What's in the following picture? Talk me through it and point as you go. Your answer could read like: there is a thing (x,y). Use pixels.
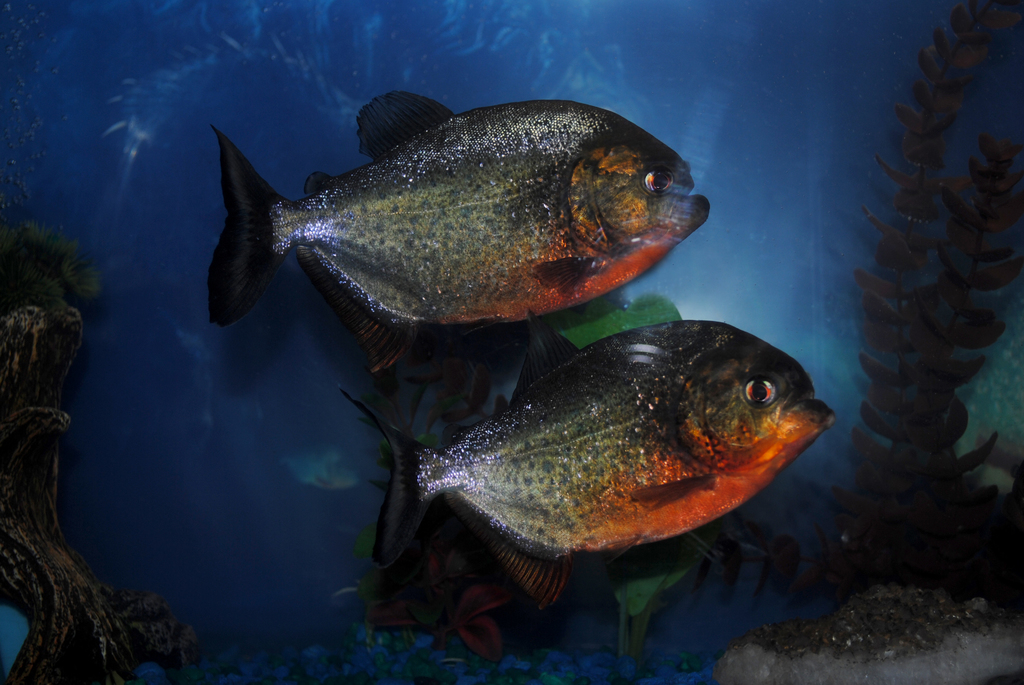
Here we can see fishes (495,432), plants (904,447) and coral rocks (867,625). Background (508,3) it is in blue color.
